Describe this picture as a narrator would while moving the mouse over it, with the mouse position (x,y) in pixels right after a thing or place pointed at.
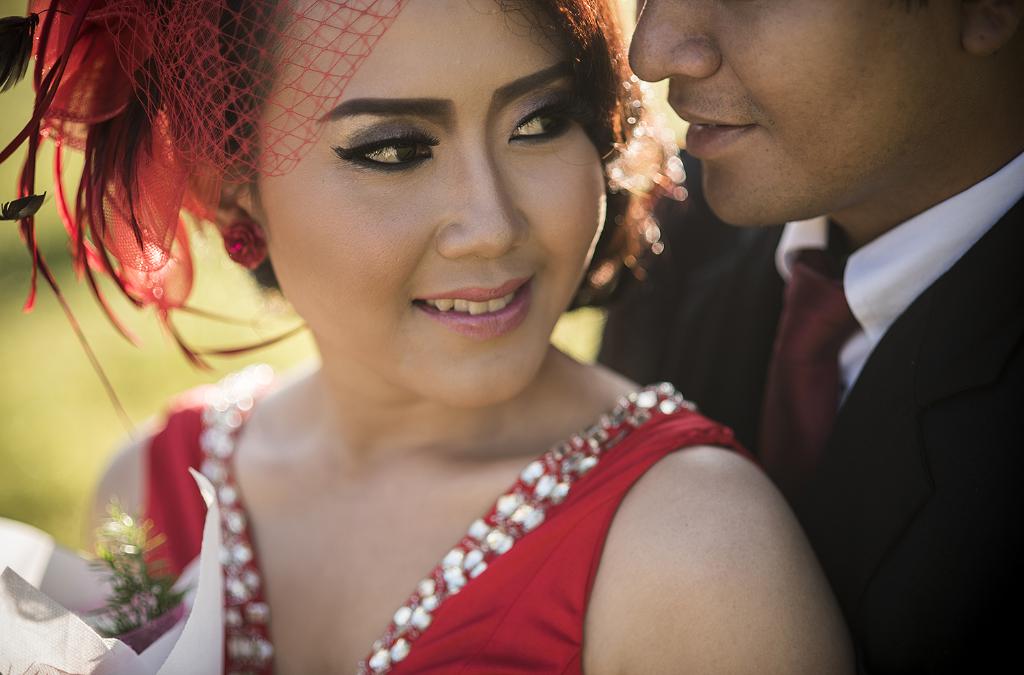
In this picture I can see a girl (509,423) at the center (507,390), she is wearing a red color dress (518,516). On the right side (851,627) there is a man (958,392), he is wearing a tie (820,361), shirt (864,294) and a coat (900,375).
